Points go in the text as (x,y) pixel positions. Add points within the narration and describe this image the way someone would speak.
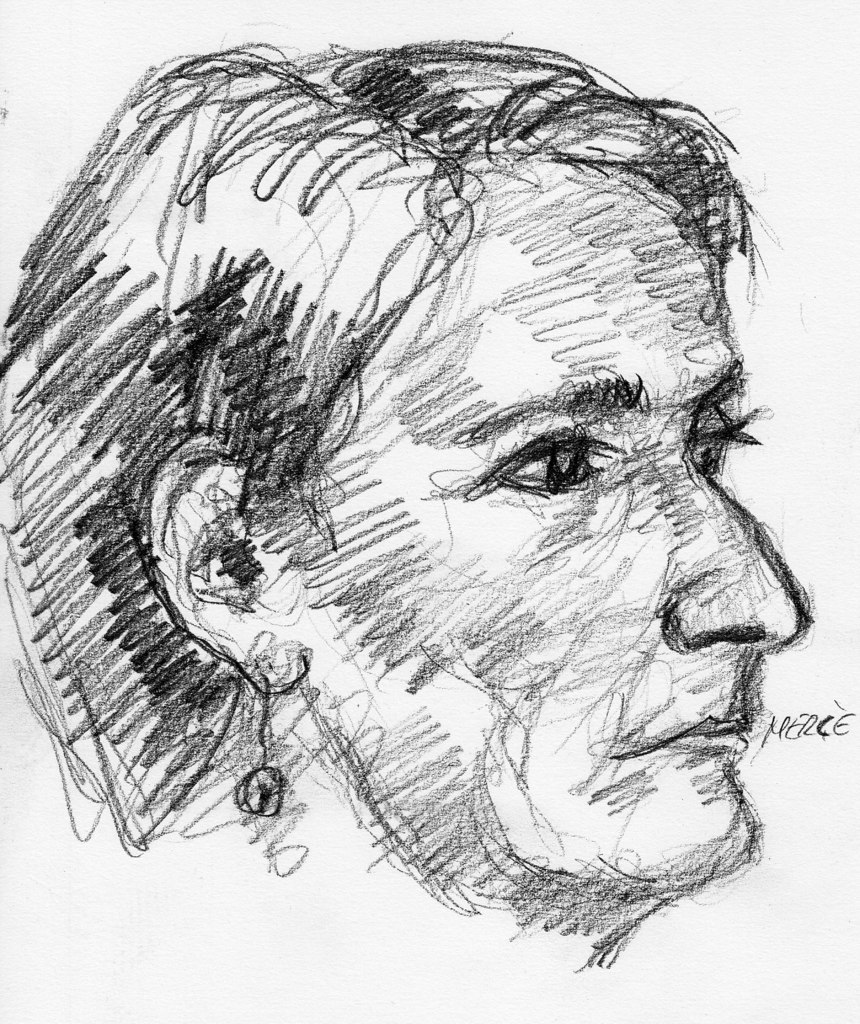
In this picture we can see the drawing (727,182) of a human face (501,564) using black color.
